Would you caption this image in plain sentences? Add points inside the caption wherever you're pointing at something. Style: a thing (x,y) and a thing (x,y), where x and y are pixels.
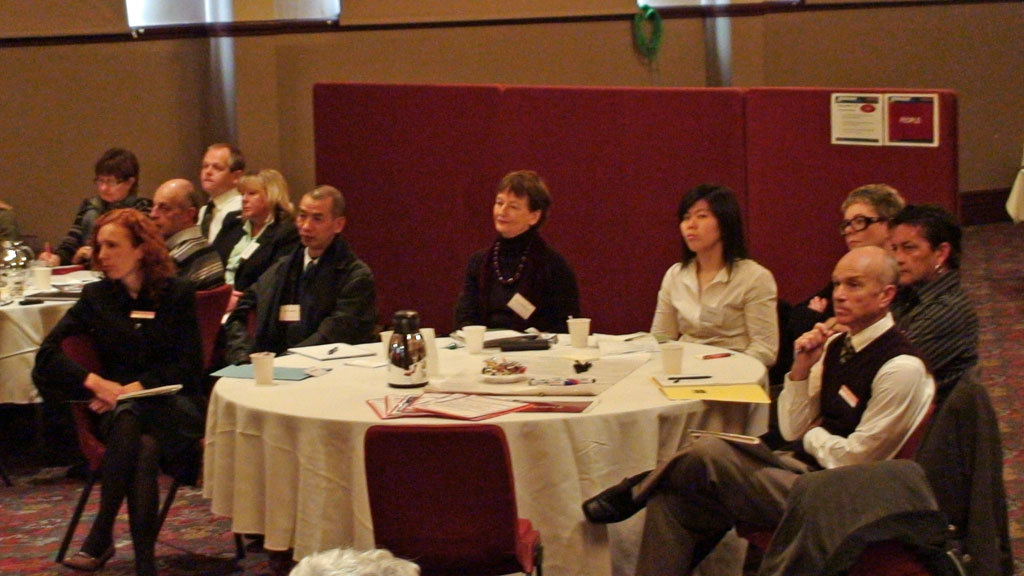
This image consists of tables (245,444), chairs (440,460), people (164,283). On the table (587,435) there is a kettle (406,382), papers (756,393), books (703,391), cups (667,360), mobile phones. People (173,326) are sitting on chair (902,440) round tables (574,511).
